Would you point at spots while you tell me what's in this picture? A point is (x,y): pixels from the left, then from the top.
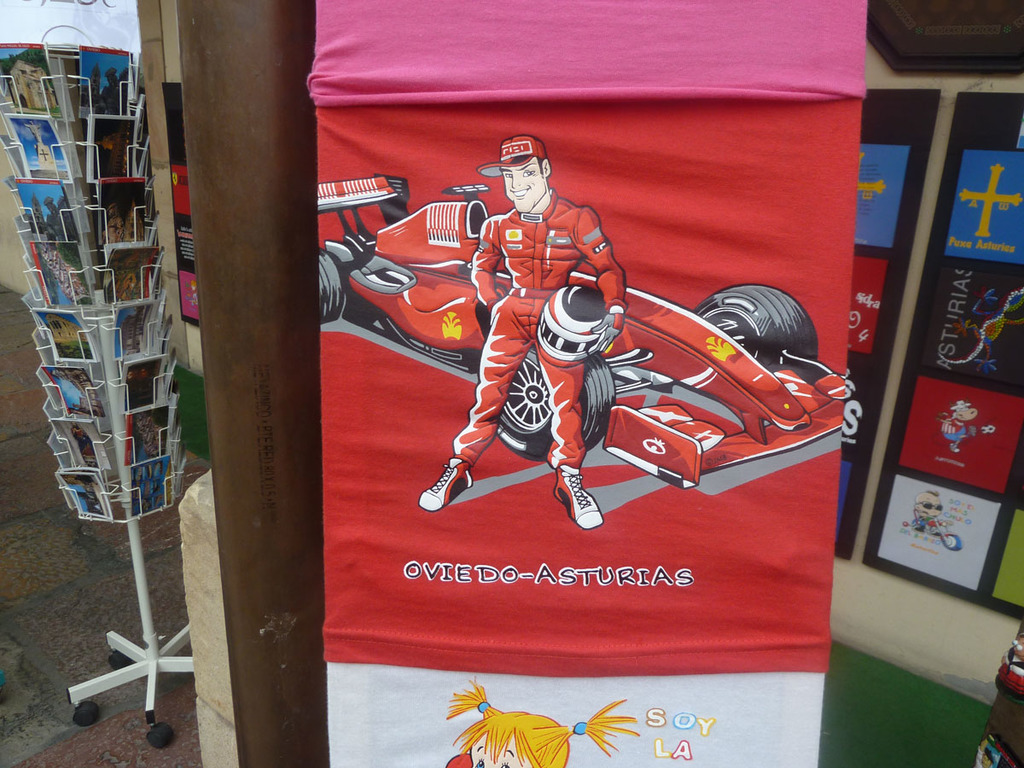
In this picture we can see the clothes (594,312) which is hanging near to the pipe (259,386). On the left (165,300) we can see many postcards (83,68) on the steel racks (89,293). On the right (909,412) we can see the frames (956,266) on the wall (917,260).
